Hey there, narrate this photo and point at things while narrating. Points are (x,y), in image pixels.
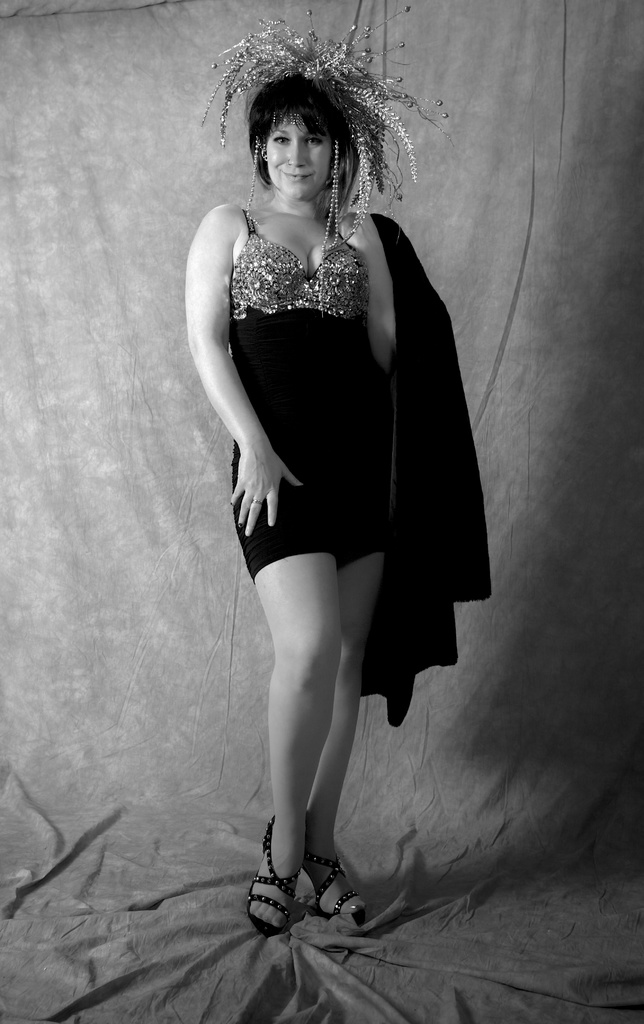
In this image I can see a woman (318,524) standing. I can also see the image is in black and white color.
